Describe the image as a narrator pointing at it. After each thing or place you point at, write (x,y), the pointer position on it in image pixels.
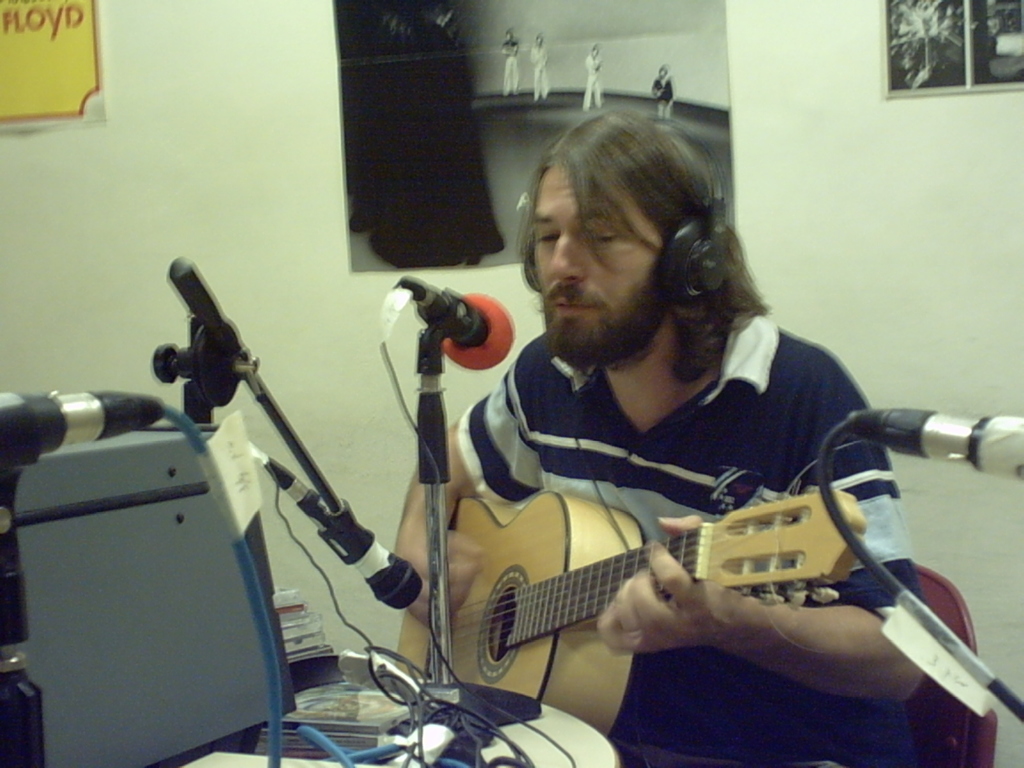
In this picture we can see man (564,449) sitting on chair (936,727) holding guitar (545,577) in his hand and playing it and singing on mic (440,307) and in front of him there is table (541,724) and on table (545,728) we can see wires (392,753), CD (329,728), box (107,484) and in background (112,134) we can see wall (971,112) with posters (354,65) and photo frames (911,58).
